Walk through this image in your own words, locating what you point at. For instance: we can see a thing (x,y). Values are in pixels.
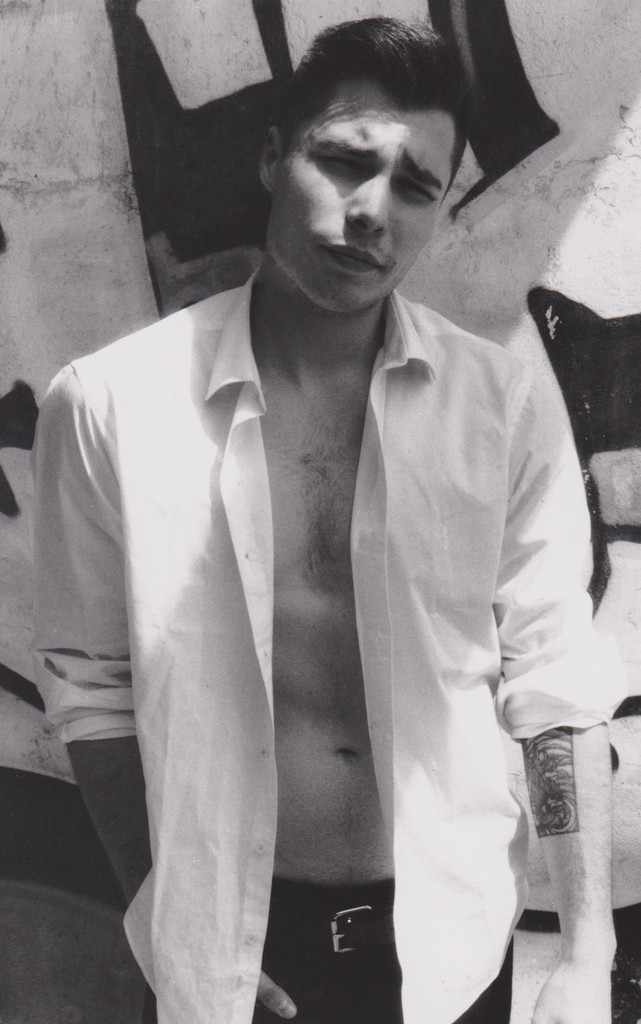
This is a black and white image. In this image we can see a man (339,624). On the hand (566,788) of the man (558,796) there is tattoo (526,750). In the background (529,183) there is a wall (115,206).
